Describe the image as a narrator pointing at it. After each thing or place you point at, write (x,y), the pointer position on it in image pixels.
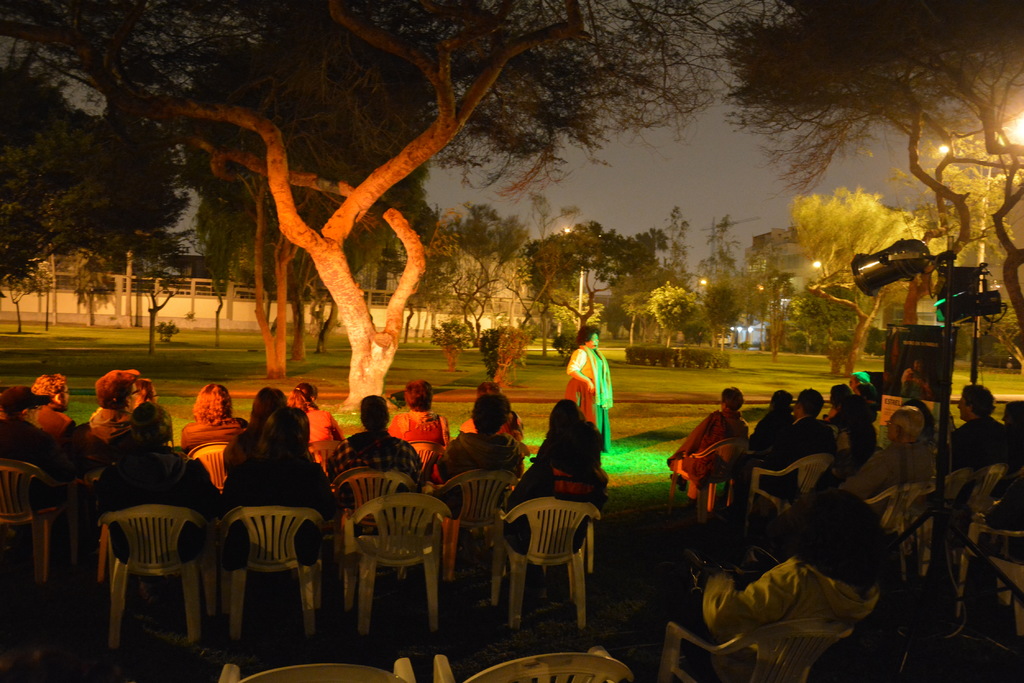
There are some people (892,418) sitting on the chair (465,485). In the right (910,398) we can find board (909,357) and in the center (580,376) we can also find a woman (593,371) performing. There are some trees (310,253) in the background (386,257) and the sky (620,193) there are also street lights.
